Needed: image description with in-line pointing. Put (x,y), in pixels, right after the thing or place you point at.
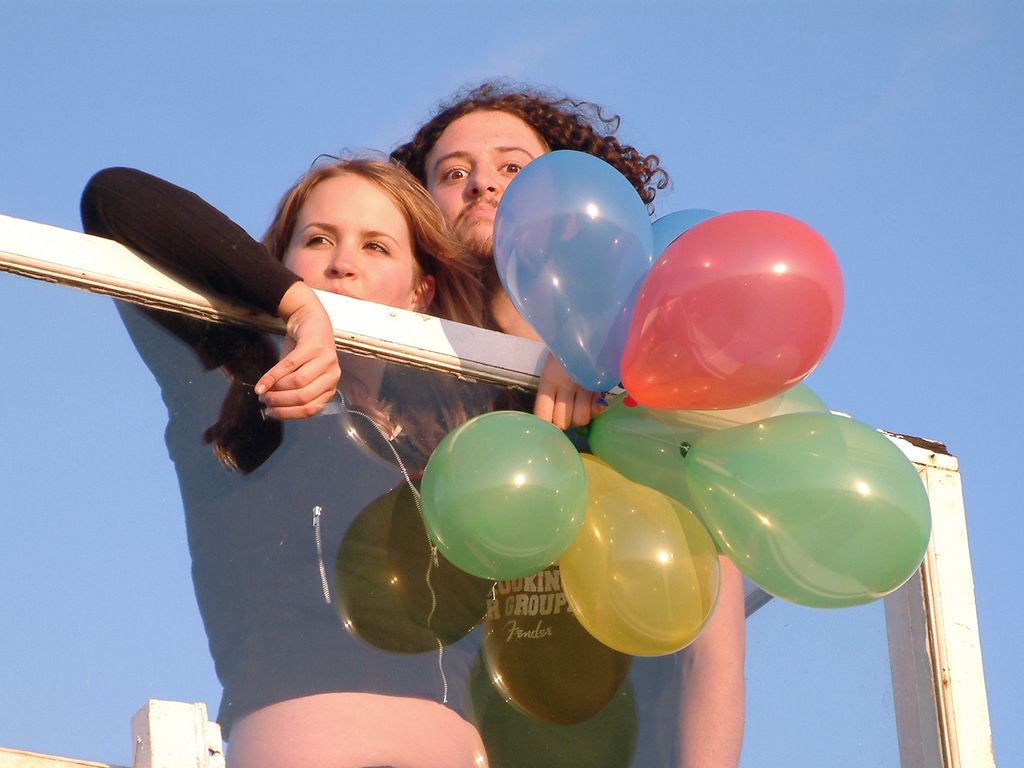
In this picture we can see two people (360,255), balloons (587,372), glass (697,651), some objects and in the background (193,154) we can see the sky (767,105).
